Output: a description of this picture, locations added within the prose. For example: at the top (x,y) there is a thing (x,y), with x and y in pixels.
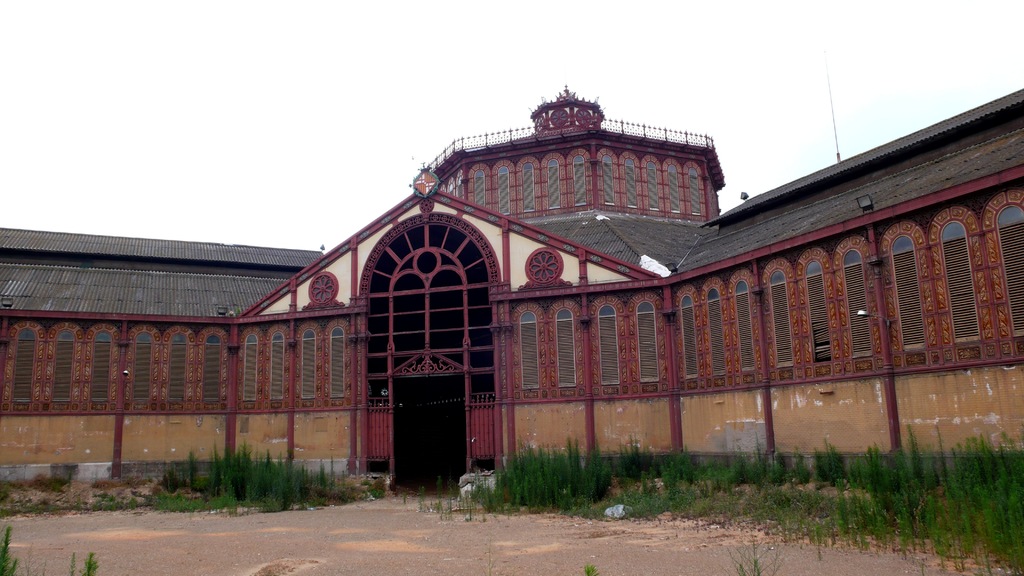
In this picture there is a building (572,333). In the center (475,300) I can see the door (445,358) and windows (18,365). In front of the building (126,471) I can see the plants (1007,505) and stones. At the top (337,43) there is a sky (332,57).
